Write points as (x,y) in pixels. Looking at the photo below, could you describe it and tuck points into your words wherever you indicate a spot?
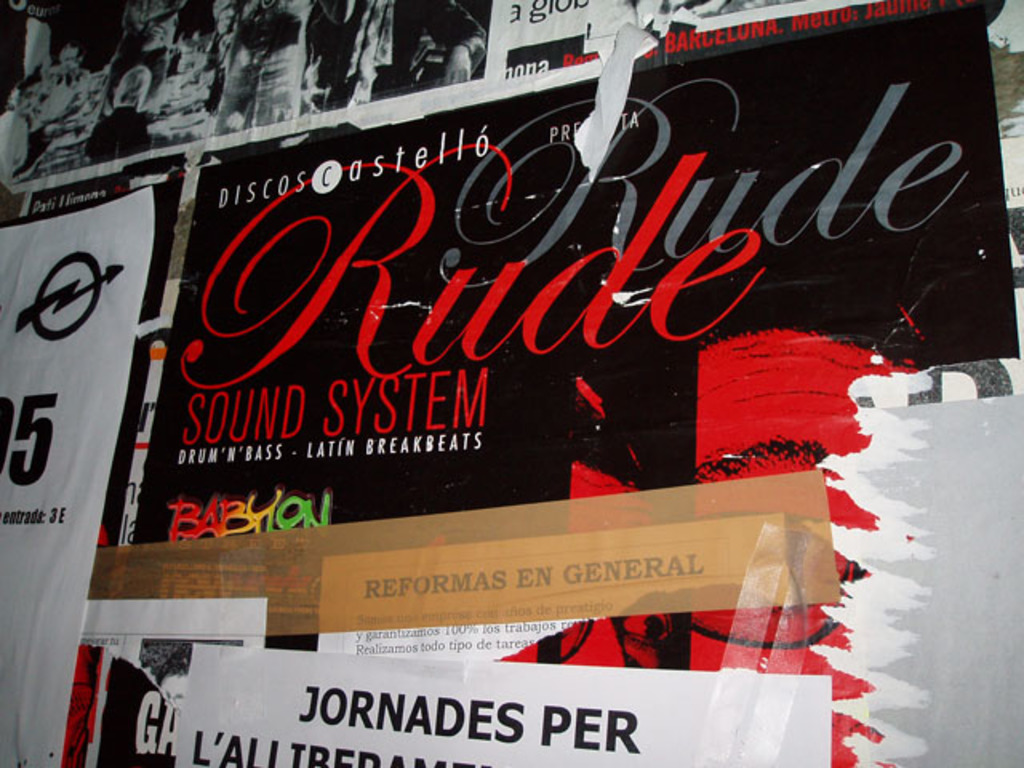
In the image there are posters (231,119) and banners (851,229) on the wall (581,38).
